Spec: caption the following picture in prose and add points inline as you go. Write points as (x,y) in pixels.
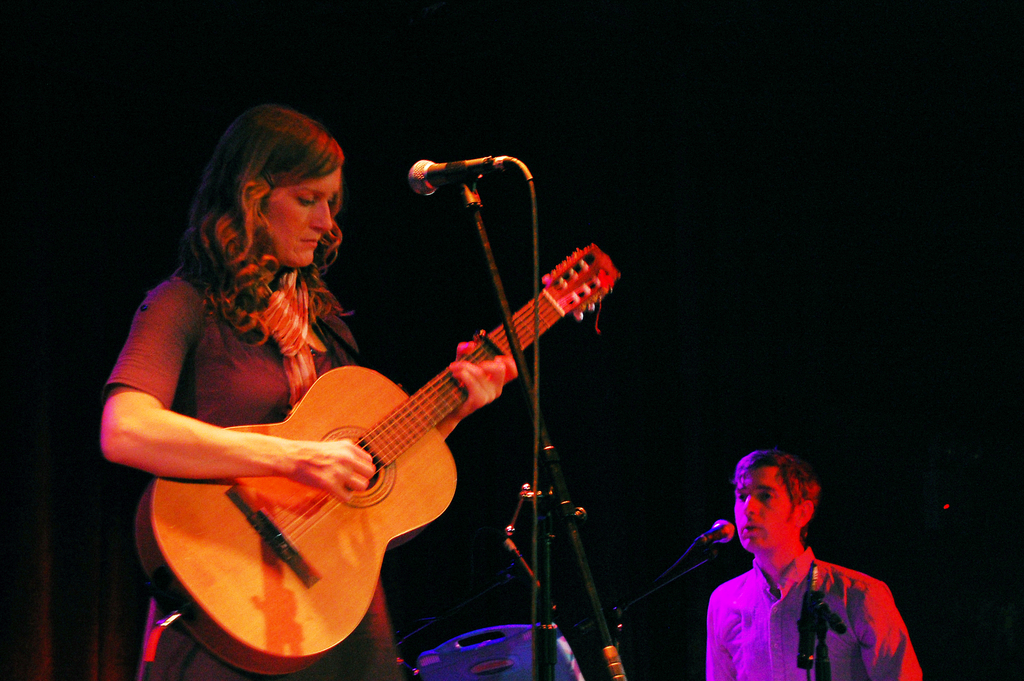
There is a woman (213,436) holding and playing a guitar (304,534). This is a mike (411,177) with the mike stand (536,404). There is a man (754,608) standing and singing a song using a mike (732,526).
